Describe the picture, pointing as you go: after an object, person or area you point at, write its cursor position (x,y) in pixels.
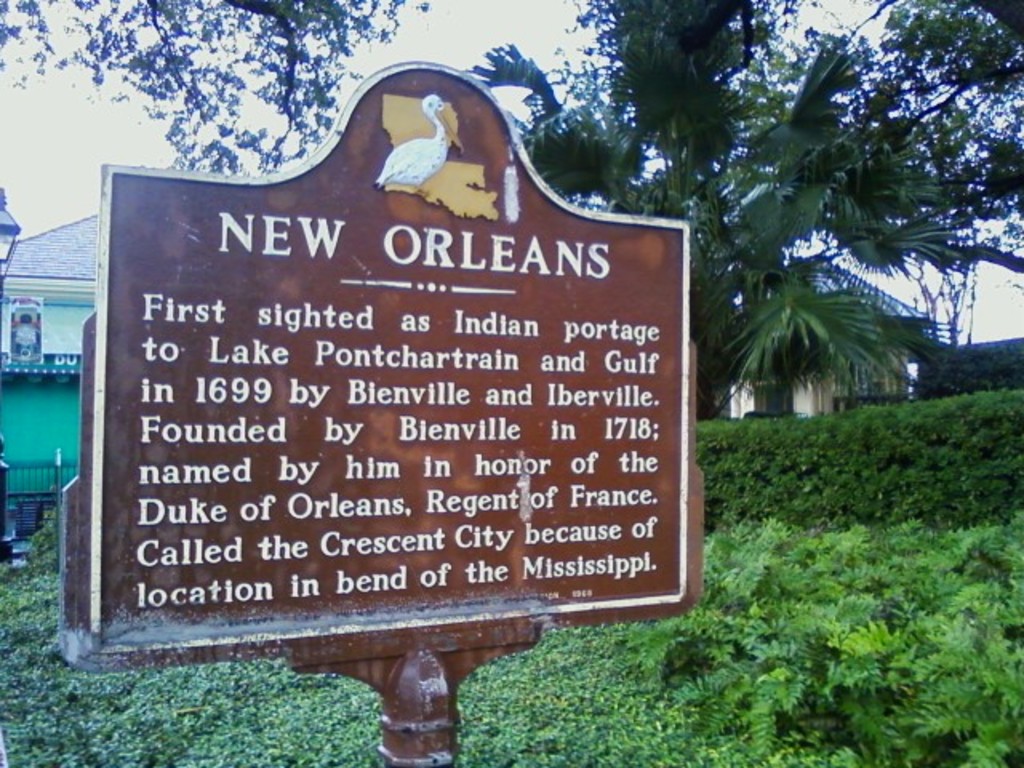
This image consists of a board (332,236) in brown color. In the background (675,704), there are small plants (829,577) and trees (728,225) along with a house (25,365). At the top (32,205), there is a sky (32,205).
